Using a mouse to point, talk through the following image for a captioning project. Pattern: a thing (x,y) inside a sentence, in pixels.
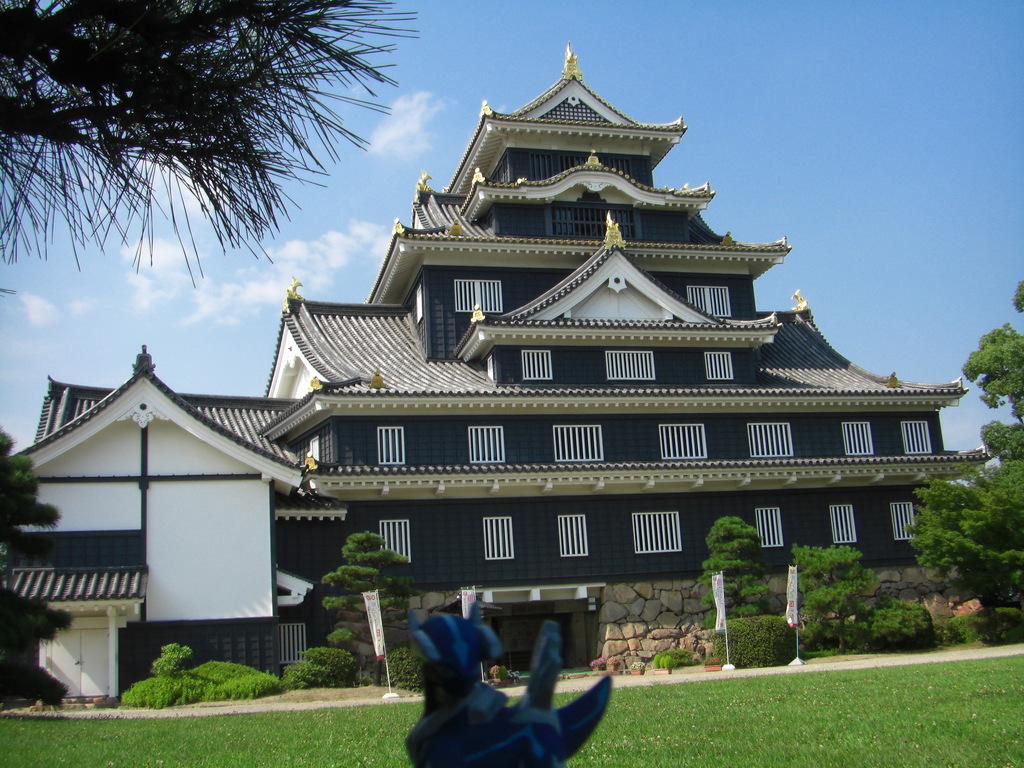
In the picture I can see the house (648,317) and windows (837,517). There are trees (13,527) on the left side (13,527) and the right side (1015,461) as well. I can see the green grass (874,725) at the bottom of the picture (879,705). There are clouds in the sky (293,188). These are looking like banner poles (789,617) on the side of the green grass (902,712).
